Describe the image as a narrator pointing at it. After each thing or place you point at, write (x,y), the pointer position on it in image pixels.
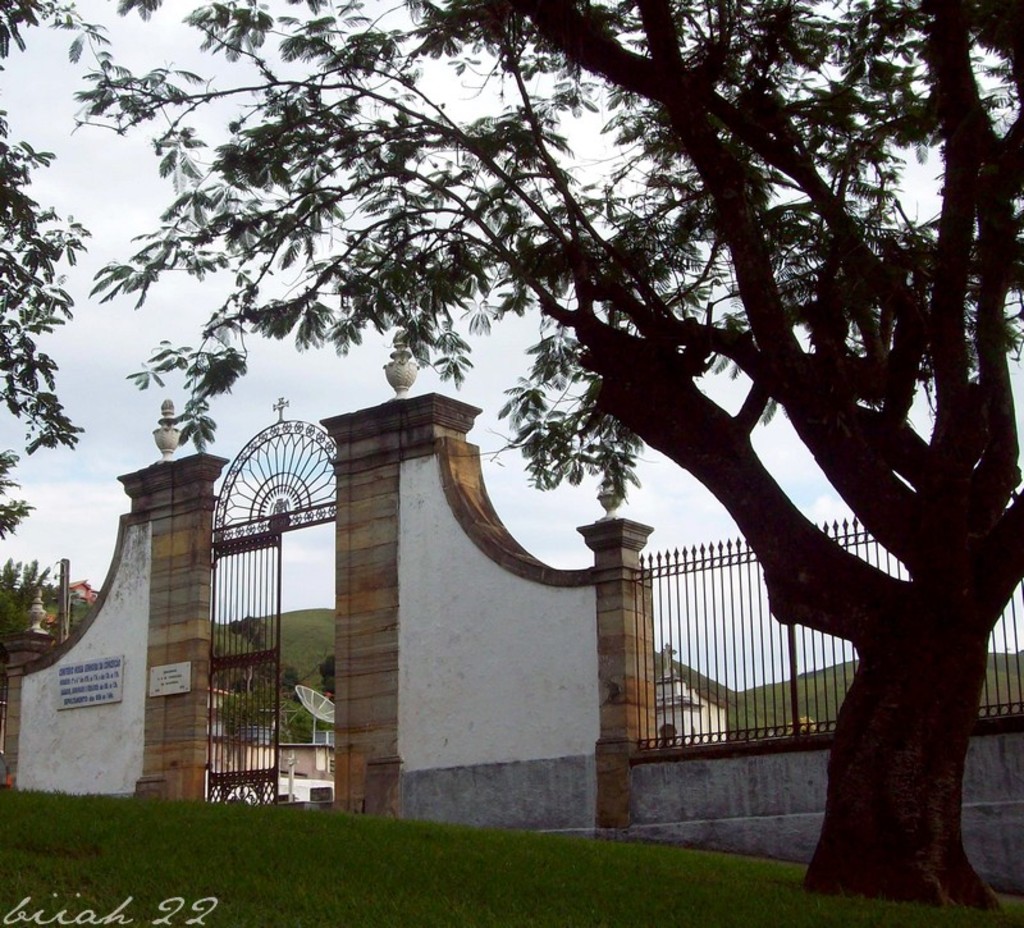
In this image on the right side (743,277) there is a tree (772,301), in the middle (377,577) there is the wall (497,587), gate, fence (814,651), at the bottom (8,927) there is a text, at the top (154,253) there is the sky (154,253), through gate (262,762) I can see the building (327,743), the hill (319,643), on the wall (96,729) there is a name plate (108,665) attached.
